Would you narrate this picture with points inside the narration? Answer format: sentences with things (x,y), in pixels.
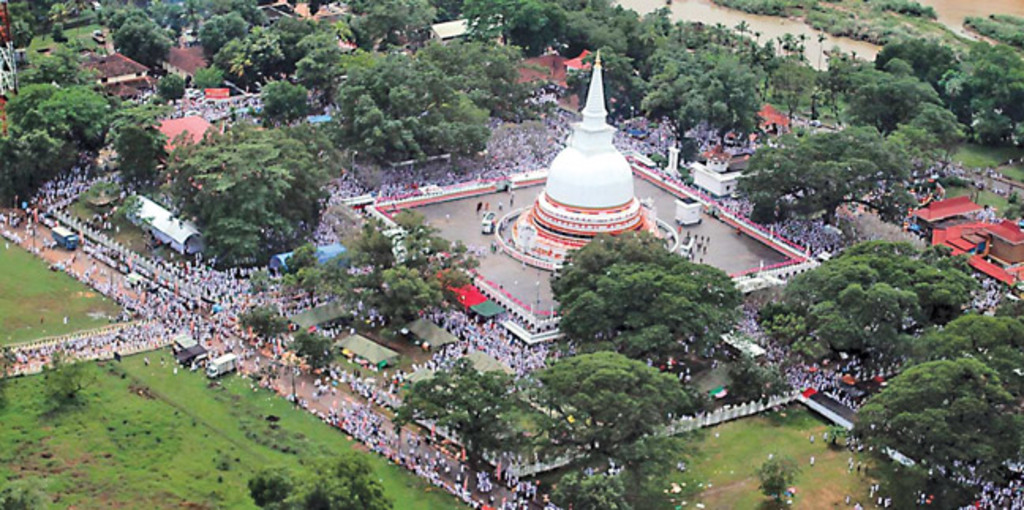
In this picture we can see the trees (244,80), buildings (545,60), fields (27,315), vehicles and various objects (809,387). In the center of the picture (380,171) there are lot of people (531,160) around a building (574,240).
